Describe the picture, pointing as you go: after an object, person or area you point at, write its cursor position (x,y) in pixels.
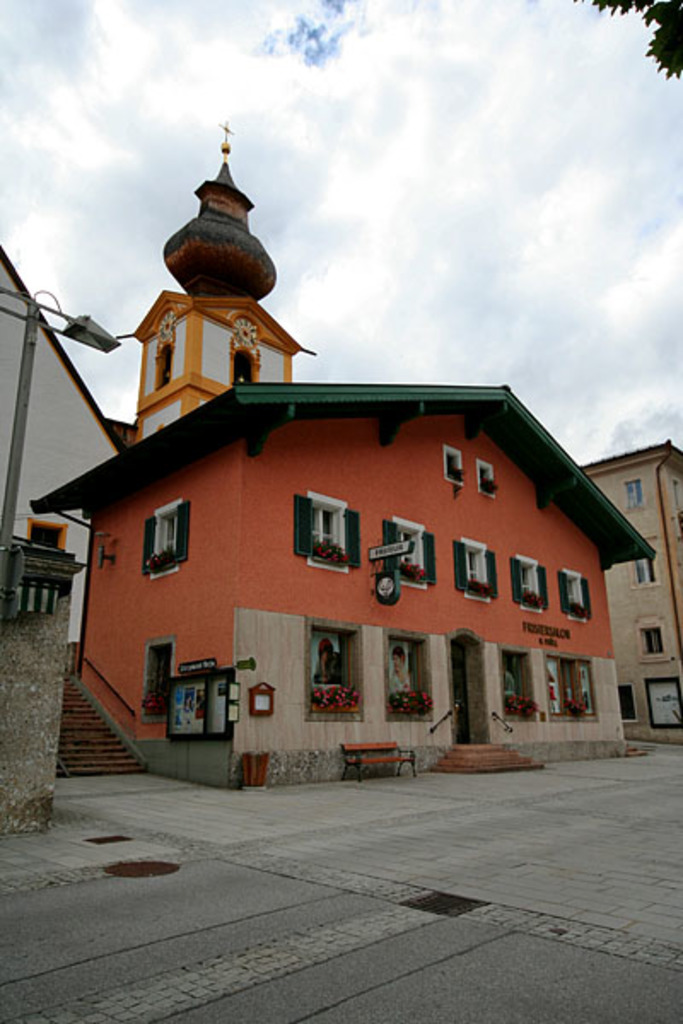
In this picture we can see houses (180,306) on the street (63,914). The sky (326,259) is cloudy.
